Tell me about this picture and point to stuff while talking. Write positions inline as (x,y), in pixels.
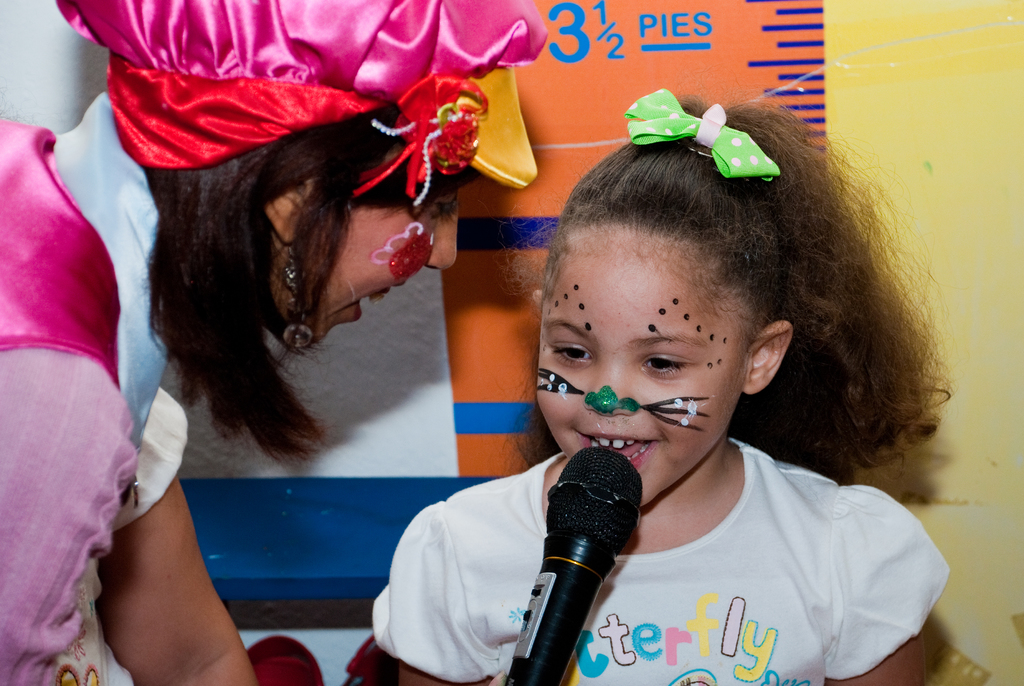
The picture consists of two persons (330,215). On the left (196,204) the person (123,259) is wearing a pink dress (61,369) and holding a mic (577,511). In the center (662,318) there is a girl (713,560) in white dress (686,616). In the background (617,64) it is wall (565,132), to the wall (936,201) there some stickers (584,120).
